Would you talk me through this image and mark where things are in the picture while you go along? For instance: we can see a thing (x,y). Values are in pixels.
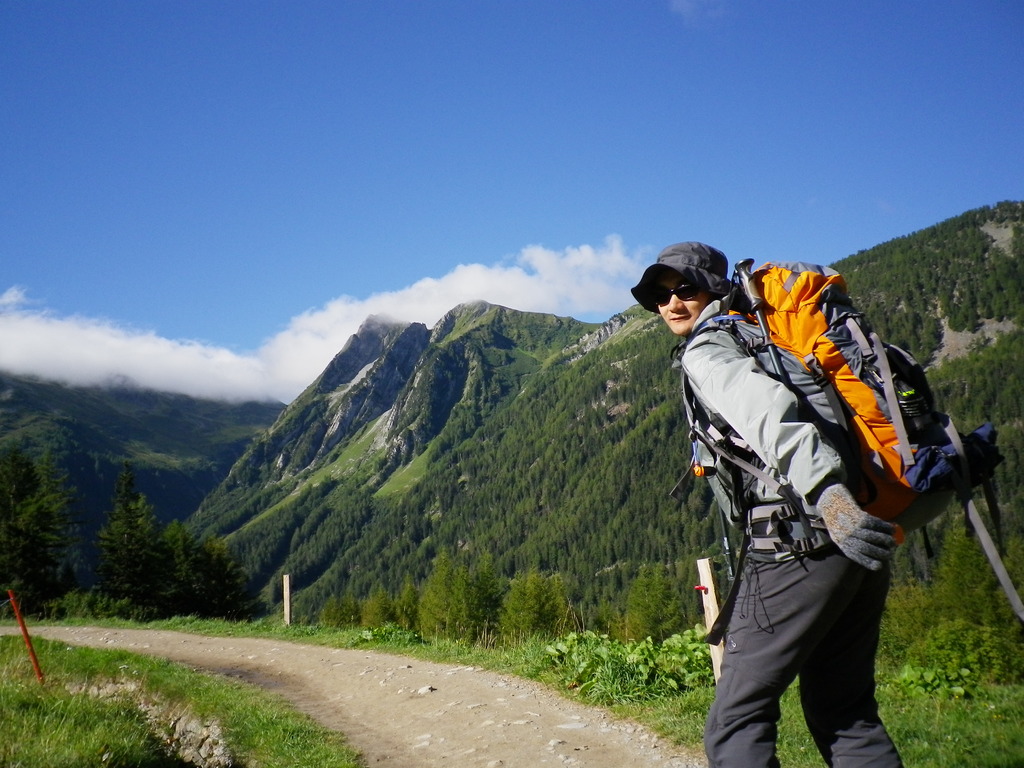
In the image there was a person (780,464). He is carrying backpack (825,362) and he is wearing glasses (681,292) and hat (706,265), he is walking on the road (464,720) and the sky (270,237) with cloud (381,308) and there was a mountain (468,323) and plants (589,656), grass (95,710) some trees (62,589).
